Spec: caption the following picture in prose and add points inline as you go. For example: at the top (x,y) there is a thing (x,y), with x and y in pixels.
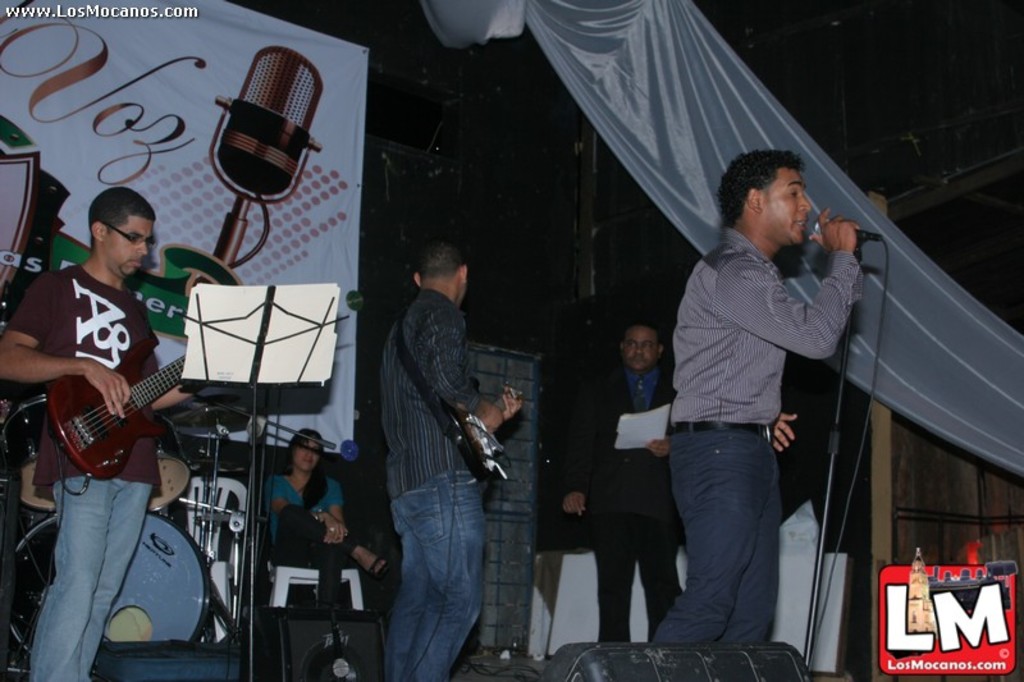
In this image I can see few people (830,275) where two of them are standing and holding guitars (504,447). Here I can see he is holding a mic (873,232). In the background (252,407) I can see a drum set (230,538), a stand (277,381) and a banner (84,3).
